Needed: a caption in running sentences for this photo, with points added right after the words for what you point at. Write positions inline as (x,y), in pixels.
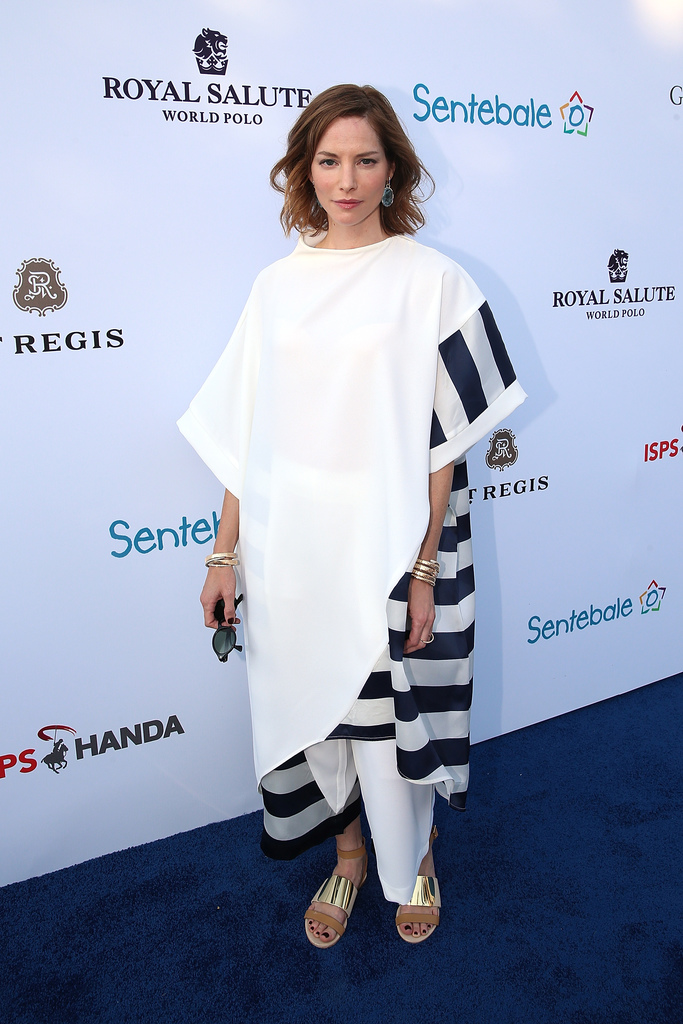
In this picture we can see a woman (315,423) standing and holding goggles (219,657), in the background (232,88) there is some text (496,99) and we can see logos (171,531).
